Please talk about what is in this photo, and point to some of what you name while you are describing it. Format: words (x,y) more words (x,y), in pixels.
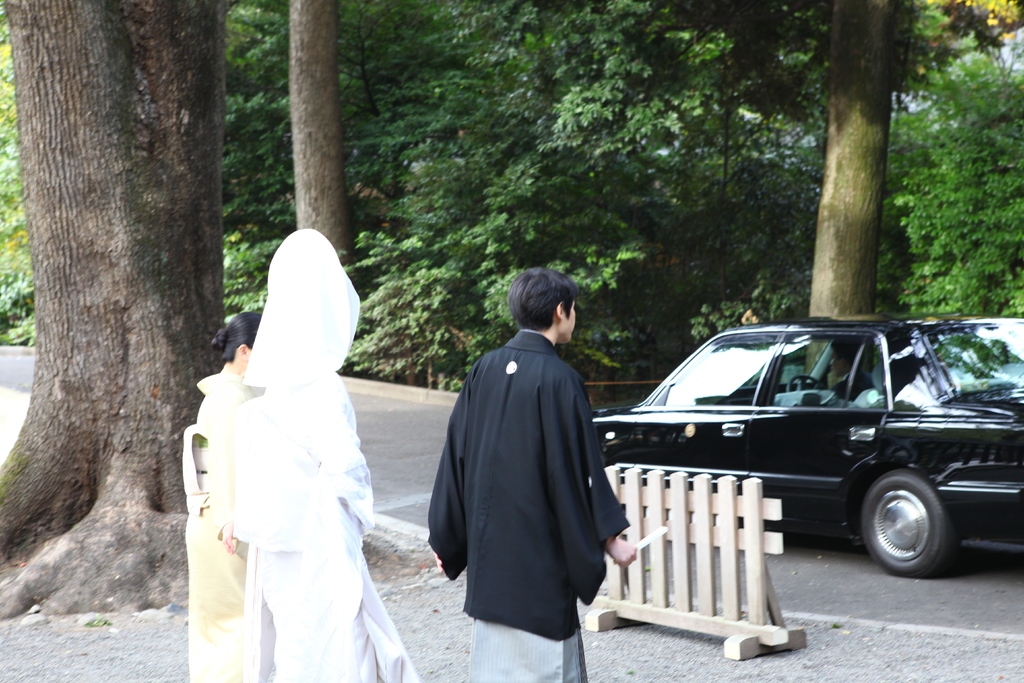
In the image we can see there are three people (502,537) who are standing on road (400,435) and the car (753,423) is parked on the road (411,429) and there are lot of trees (590,68).
